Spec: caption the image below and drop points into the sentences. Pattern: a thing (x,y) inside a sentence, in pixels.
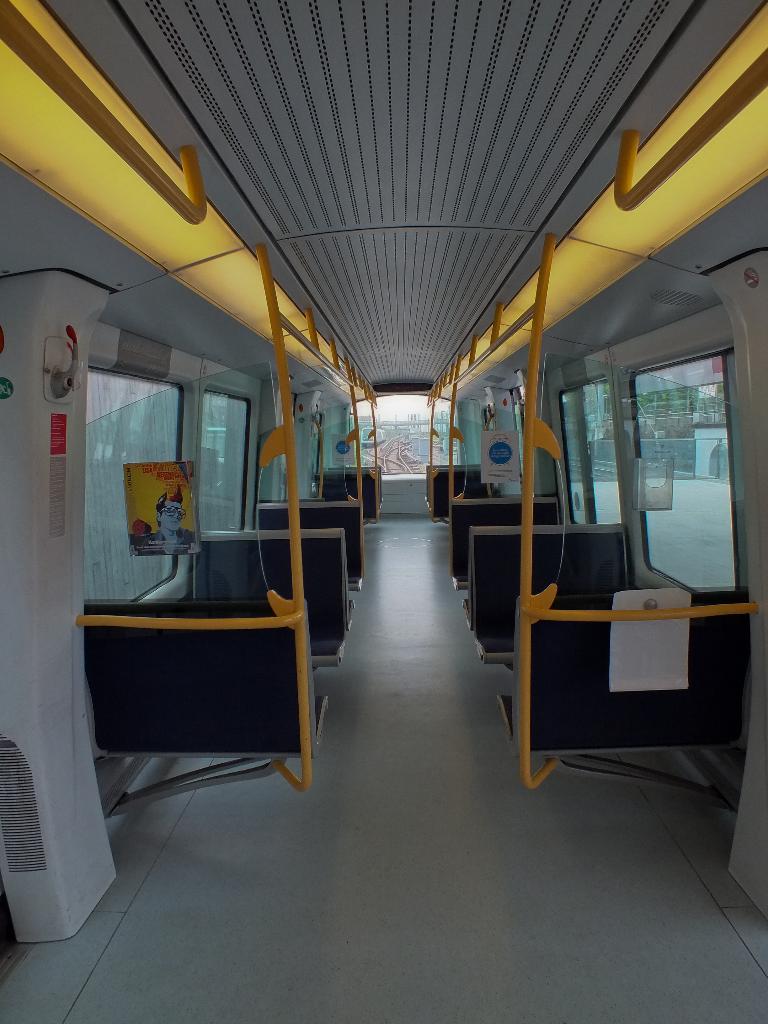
In this image I can see seats (559,595). I can see yellow color pole (547,252) and a glass windows (615,523). The floor (452,788) is in white color and poster (190,504) is attached to the glass (202,448).
